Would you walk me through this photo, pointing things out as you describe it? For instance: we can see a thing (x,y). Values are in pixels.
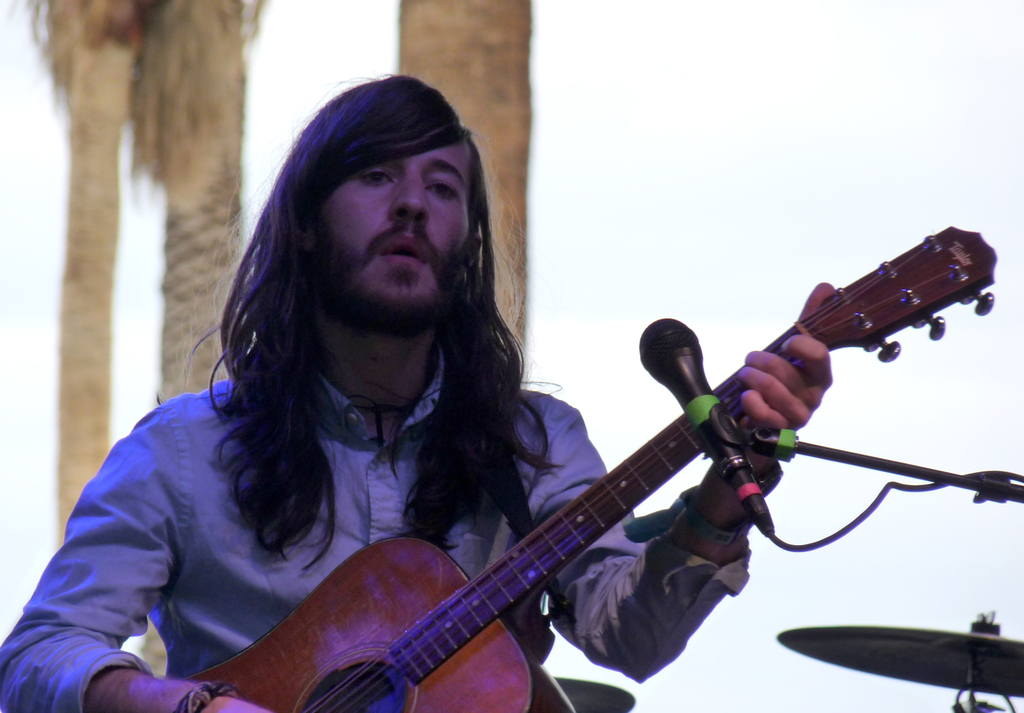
On the background of a picture we can see trunks (473,59) of trees (438,68). In Front of a picture we can see a man (221,388) with a long hair (280,271) sitting and playing a guitar (587,513) in front of a mike (734,459). This is a cymbal (931,661), musical instrument (925,665).
